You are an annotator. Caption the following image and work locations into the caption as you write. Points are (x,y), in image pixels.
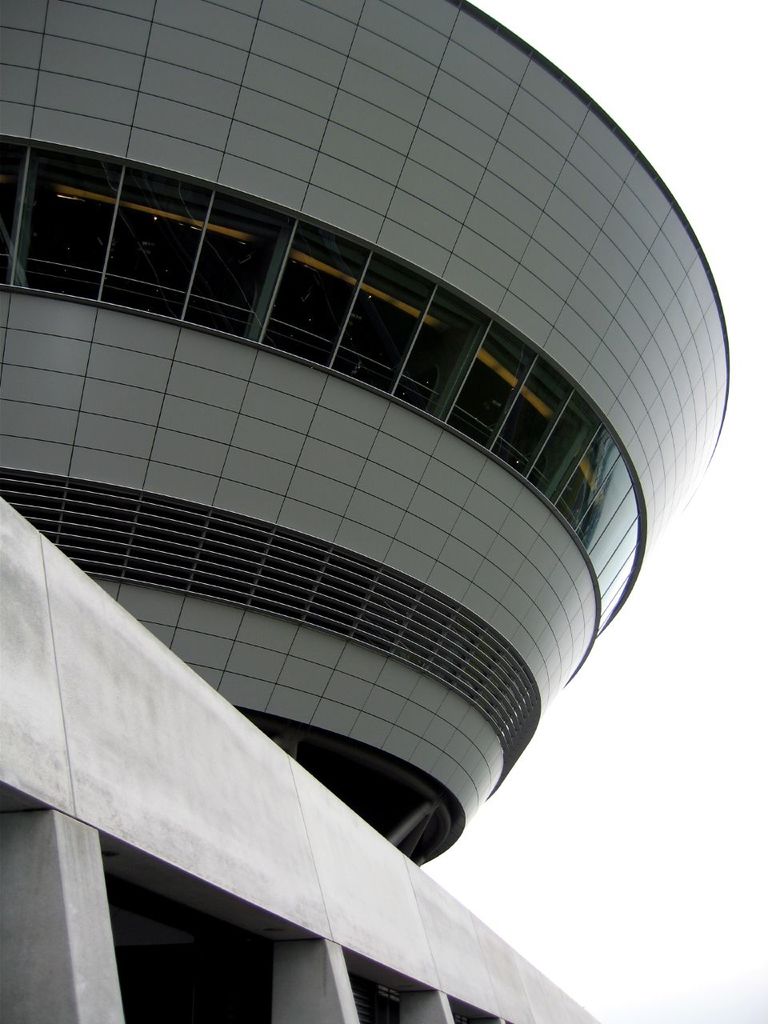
In this image, in the bottom left hand corner (25,912) there is a pillar (53,954) and there is a big building (682,389) and the background (695,84) is white in color.
